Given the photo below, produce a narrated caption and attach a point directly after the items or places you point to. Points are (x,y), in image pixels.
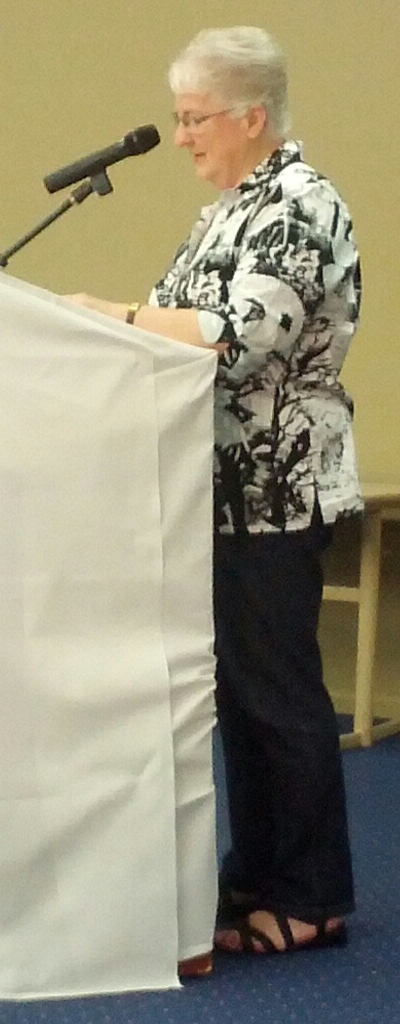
This image is taken indoors. At the bottom of the image (346,983) there is a floor (282,1007). In the background (367,223) there is a wall (397,605) and a table (381,511). In the middle of the image (253,513) a woman (218,294) is standing on the floor (351,965) near the podium (132,546) and talking on a mic (79,164).
